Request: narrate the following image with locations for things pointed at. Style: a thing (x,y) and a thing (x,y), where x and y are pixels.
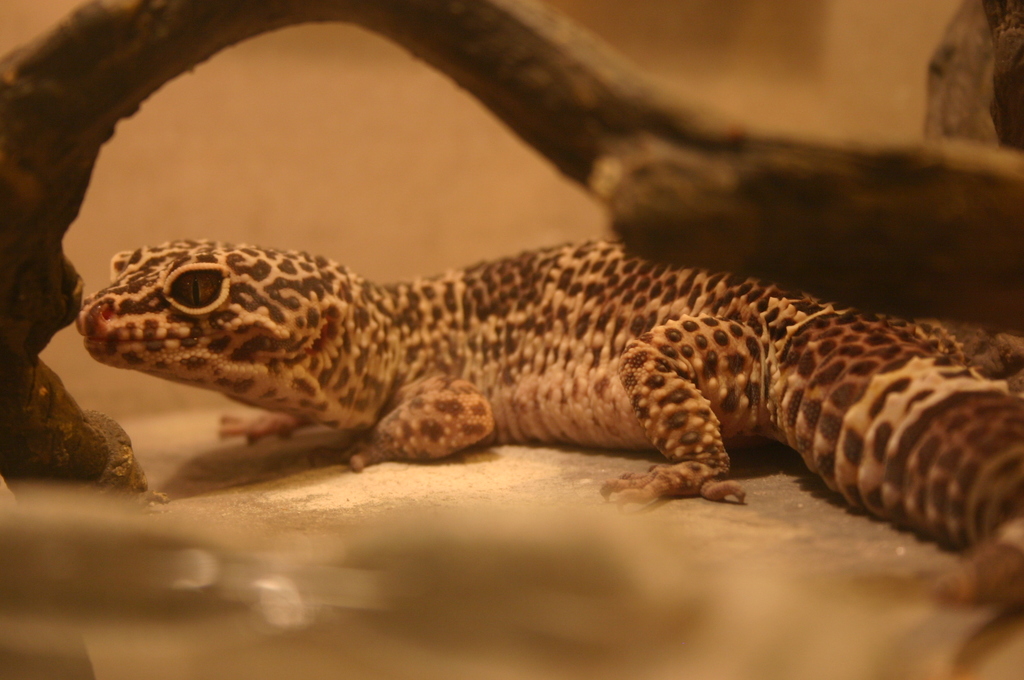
This is a reptile (344,356) from the lizard family, which is named as leopard gecko (484,294). This looks like a wooden branch (475,72).
